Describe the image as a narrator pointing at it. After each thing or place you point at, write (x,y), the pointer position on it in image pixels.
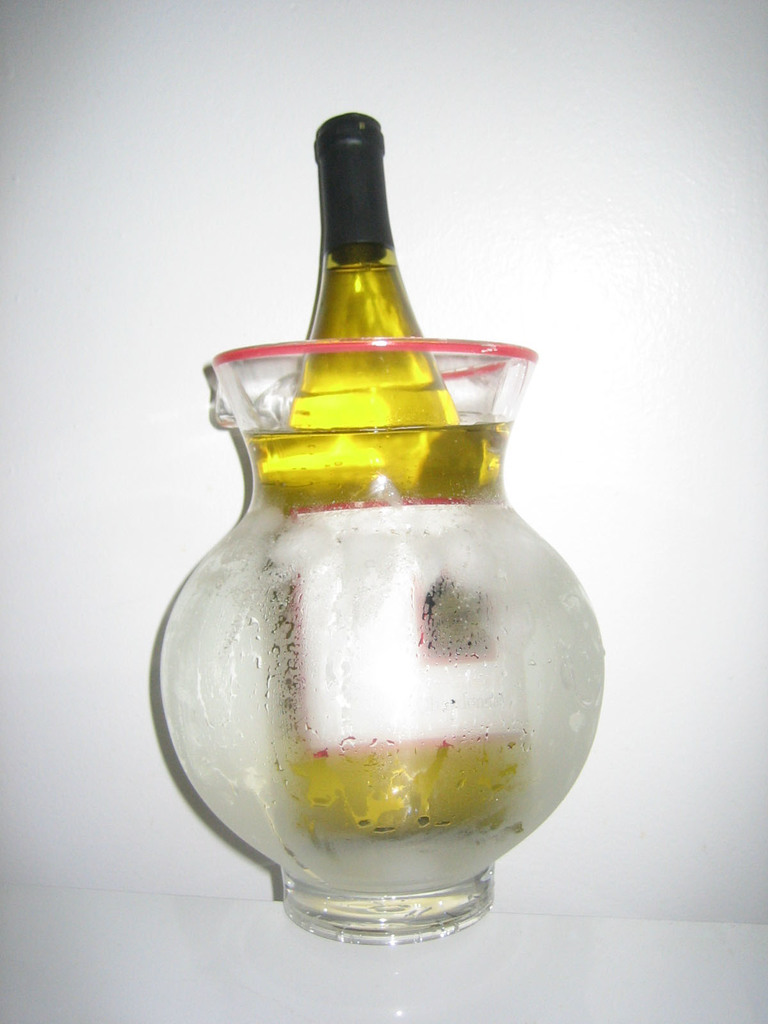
This is a picture of a glass jar (496,597), the glass jar (338,437) there is a yellow color bottle (346,466) the yellow color bottle (356,459) has a cap (345,153) of black color. The background of the jar (318,531) and the bottle (315,509) is in white color.
